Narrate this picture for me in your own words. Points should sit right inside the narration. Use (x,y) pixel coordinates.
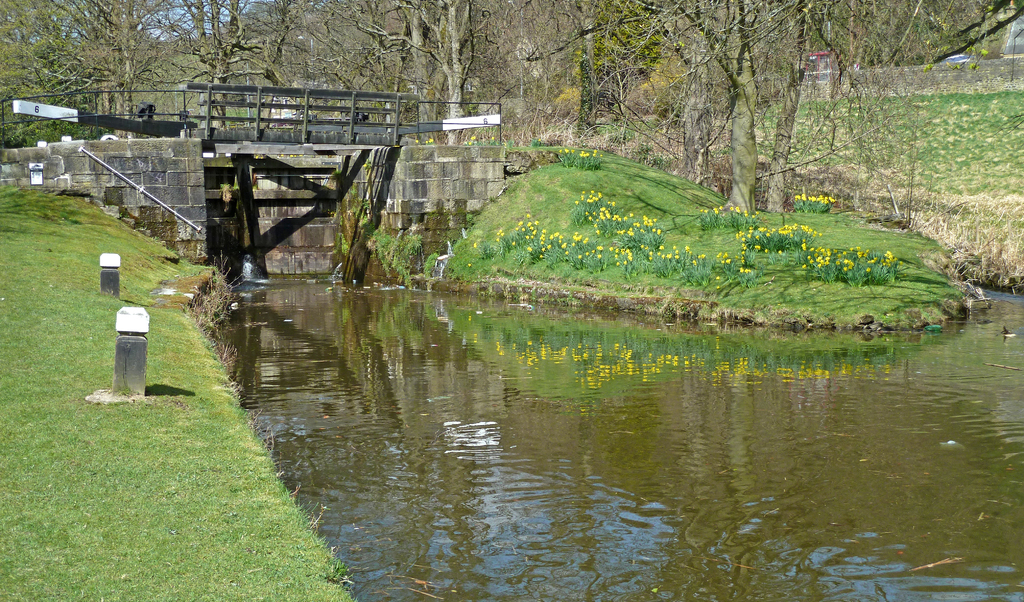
In this image, we can see a water (374,339), plants (989,247), grass (60,254), poles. Background (17,50) we can see so many trees (570,35), bridge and walls (175,233).
